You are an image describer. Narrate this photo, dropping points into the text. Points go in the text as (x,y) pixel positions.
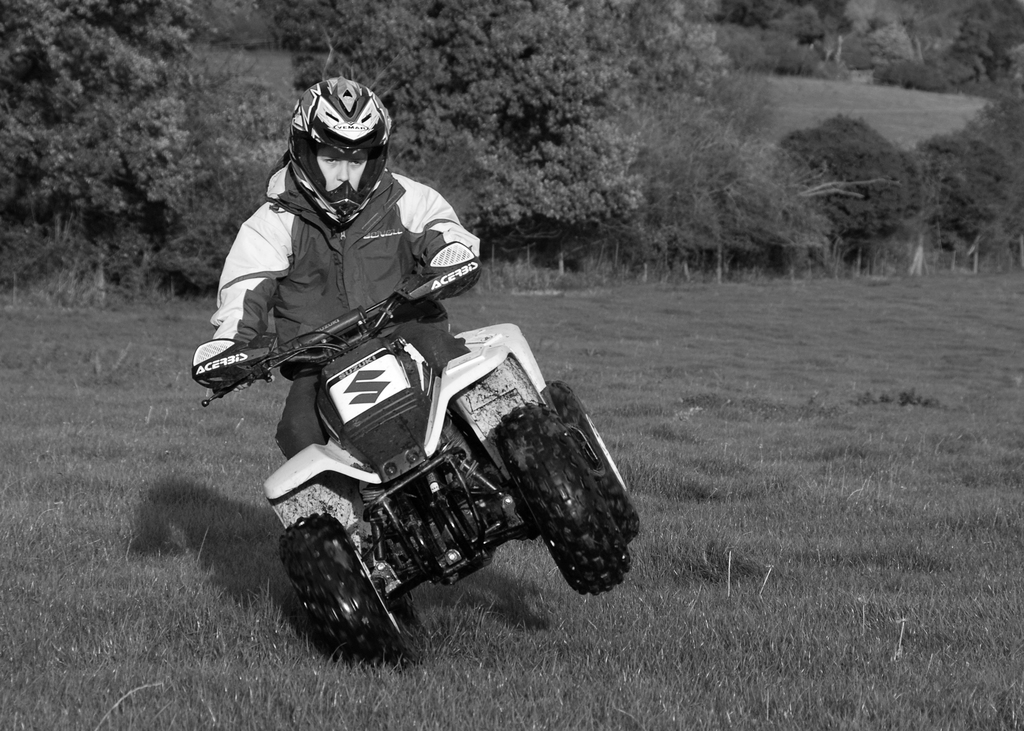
In this image we can see there is the person (430,365) riding motorcycle (437,452) and there are trees (573,75) and grass (795,488).
